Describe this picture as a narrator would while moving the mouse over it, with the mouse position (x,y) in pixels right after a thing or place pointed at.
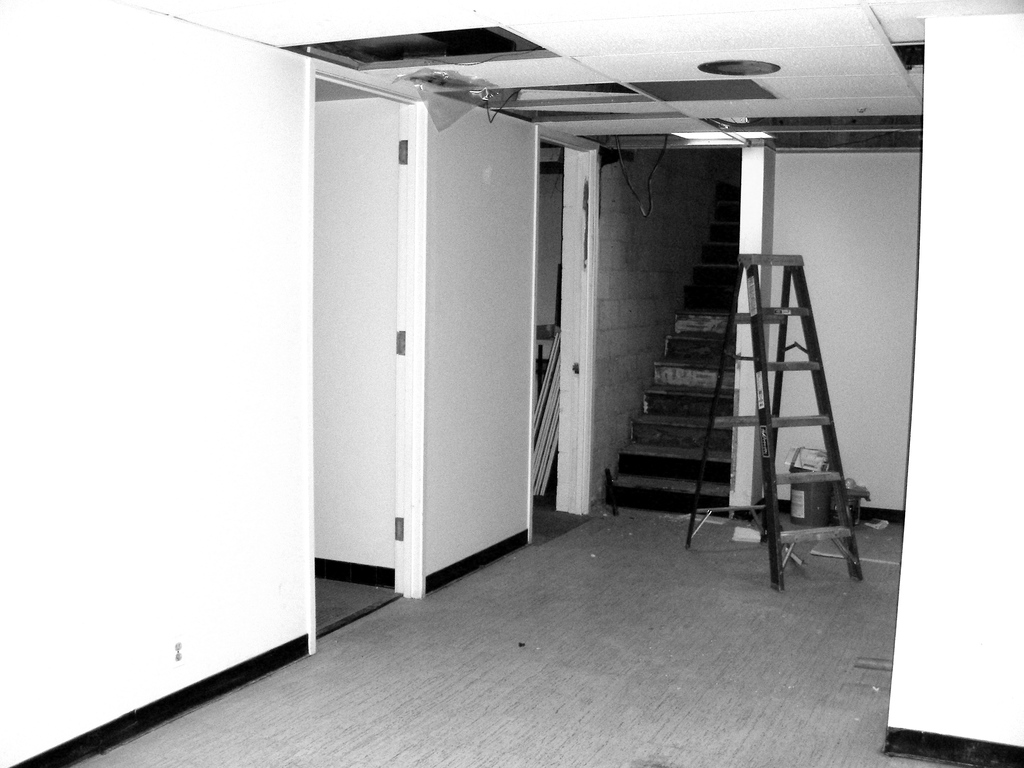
In this picture I can see the inside view of a building (464,270) and on the floor (592,617), I can see a ladder (762,444) and other few things (796,456). In the background (725,214) I can see the steps (696,348).
